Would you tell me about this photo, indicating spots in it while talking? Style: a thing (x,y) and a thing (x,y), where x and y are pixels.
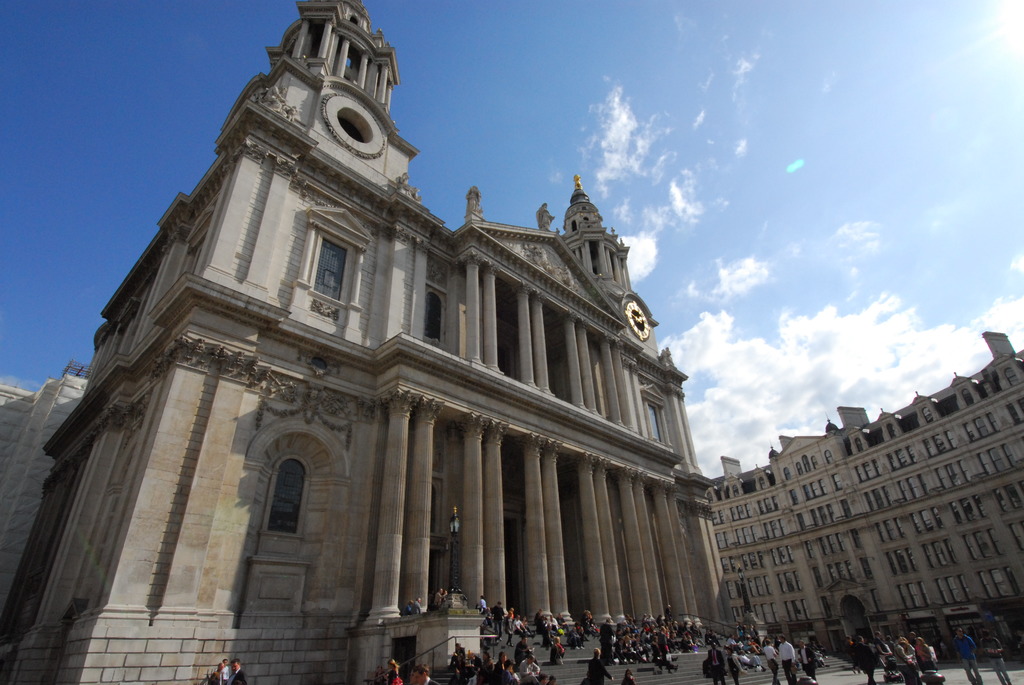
In this image there are group of people (520,644) standing, light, pole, buildings (627,350), sky (761,255).
